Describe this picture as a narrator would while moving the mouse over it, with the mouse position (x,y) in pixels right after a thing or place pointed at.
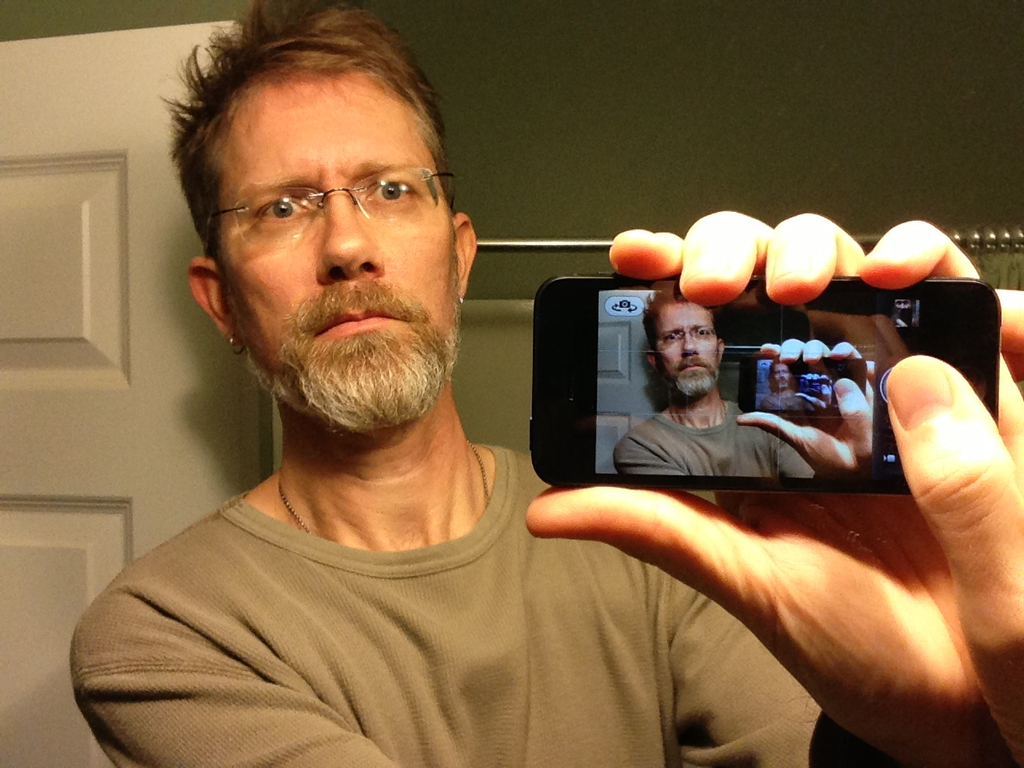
The person (772,504) holding a phone (826,483) in his hands (764,532) and clicking his picture and the background wall (628,128) is green in color.
